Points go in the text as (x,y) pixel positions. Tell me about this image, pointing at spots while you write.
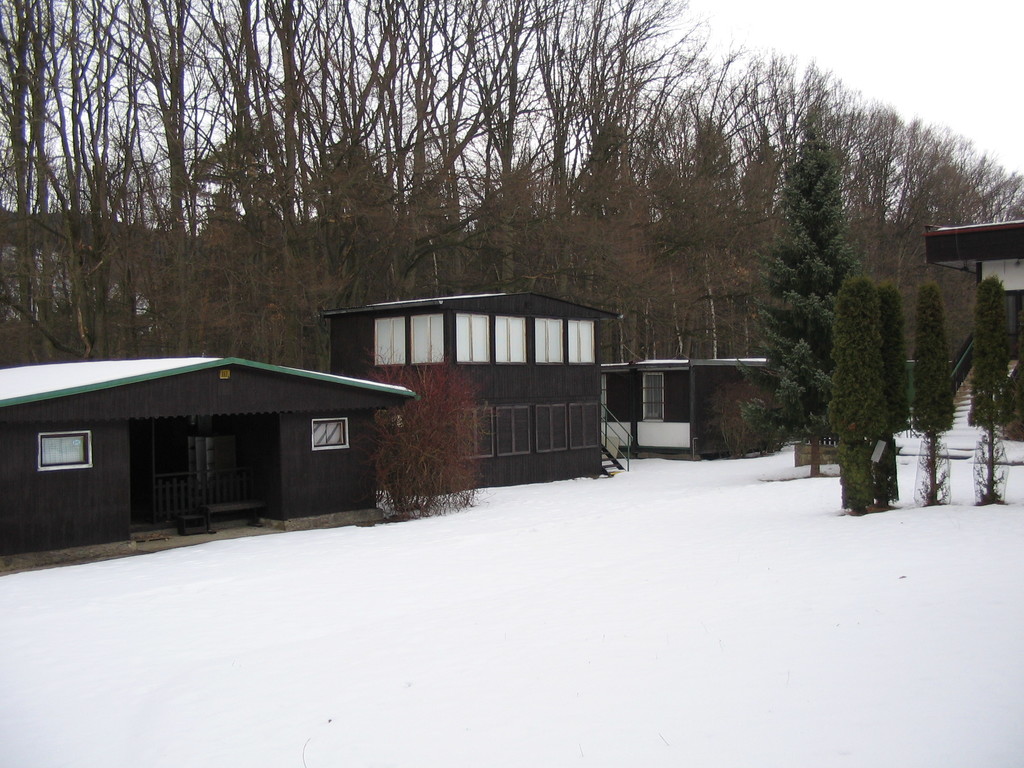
In this image we can see a group of buildings (676,382) with windows (511,414), staircase (607,457), metal railing (626,432). In the foreground (548,508) we can see snow (596,586), group of plants (816,457). In the background (915,5), we can see a group of trees (692,159) and the sky (965,42).
